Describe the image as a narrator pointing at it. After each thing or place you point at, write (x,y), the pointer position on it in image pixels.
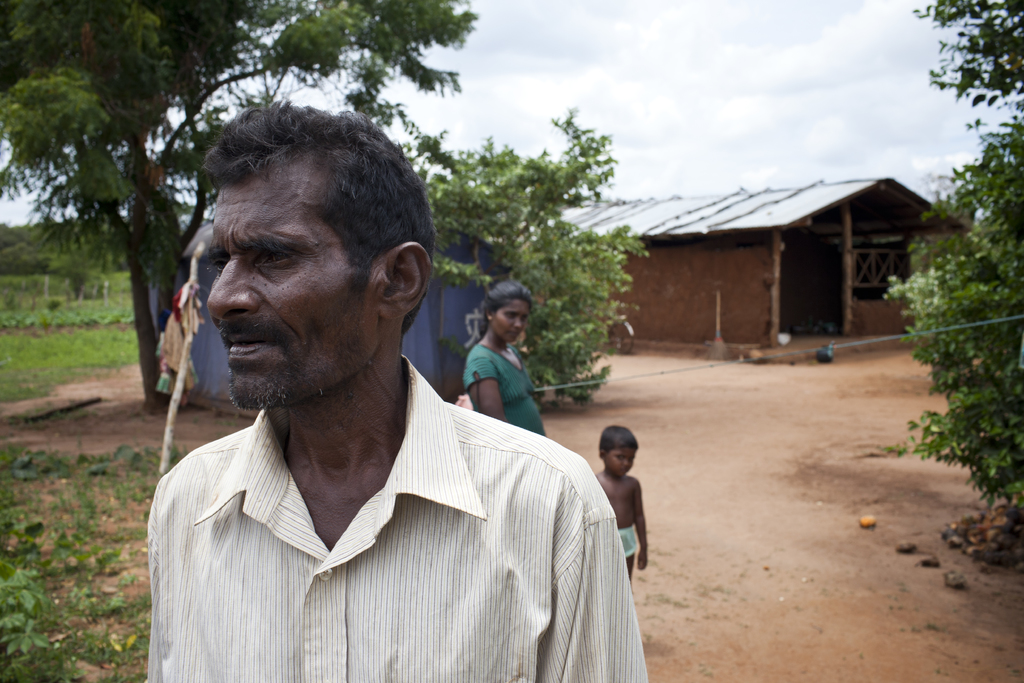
This image consists of a man (391,491) wearing white shirt (311,558). In the background (487,337), we can see a woman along with a kid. At the bottom (786,640), there is a road (821,596). On the left (101,458), we can see small plants (31,525) and grass (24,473) on the ground (37,447). In the background (629,227), there is a hut (751,196) along with the trees (977,317). At the top (641,46), there are clouds (599,90) in the sky (611,75).
